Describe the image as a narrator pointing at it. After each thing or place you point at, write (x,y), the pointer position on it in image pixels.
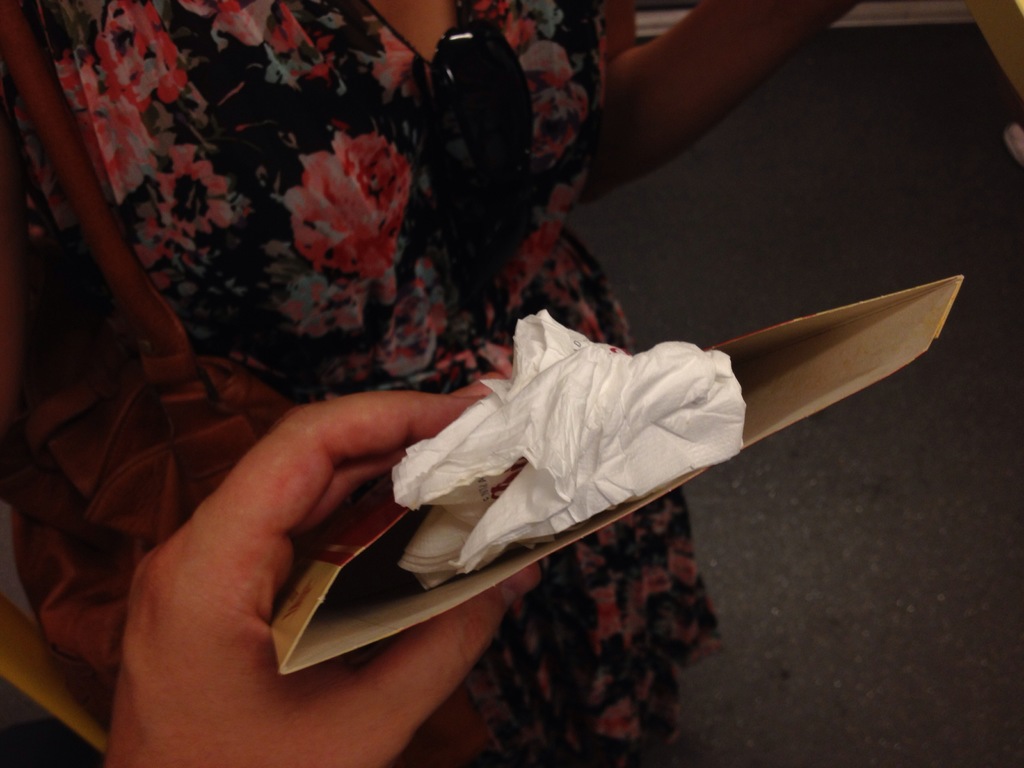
As we can see in the image there is a woman (428,236) wearing black color dress (372,190) and holding bag (67,423). In the front (366,712) there is a hand (401,697) holding cover (566,538).
